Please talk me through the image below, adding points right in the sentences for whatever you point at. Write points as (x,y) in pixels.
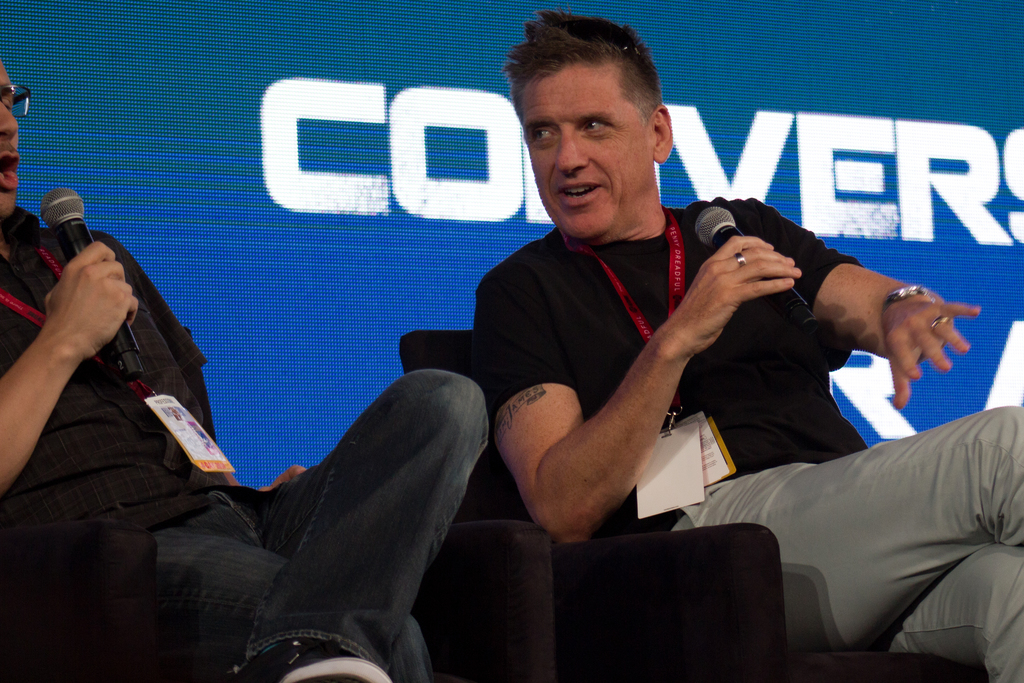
In this image we can see two persons (681,508) holding microphones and wearing id cards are sitting on chairs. In the background (292,90), we can see a screen (747,153) with some text (364,123).
